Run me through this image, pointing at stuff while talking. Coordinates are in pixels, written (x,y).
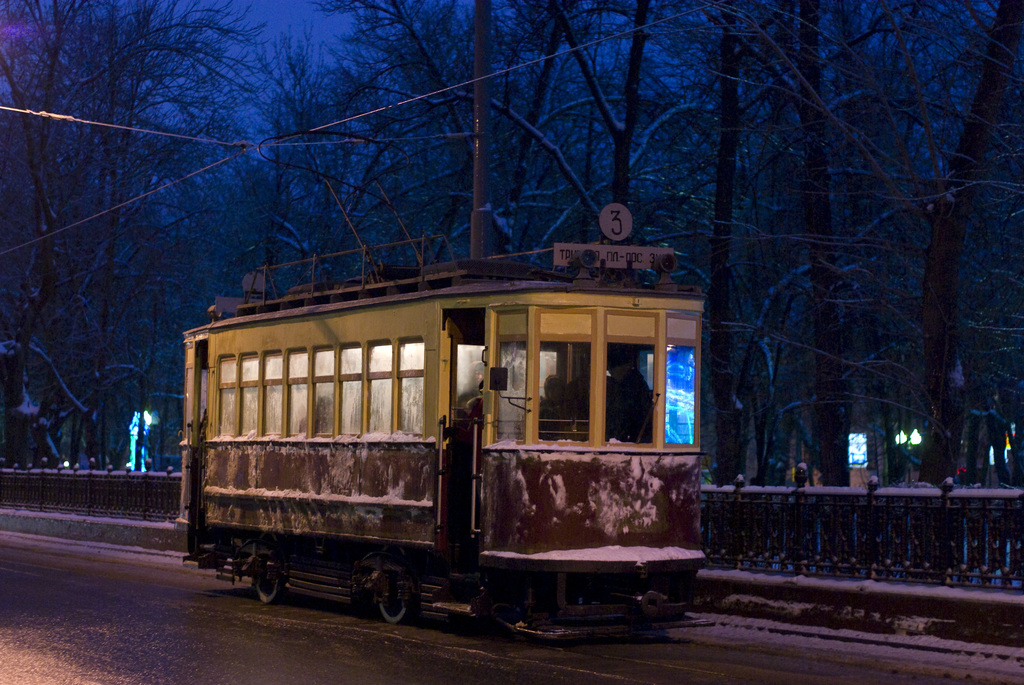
In the center of the image (573,365) there is a tram (517,452) and we can see people (629,395) sitting in the tram (487,374). In the background (454,235) there are trees (436,254) and pole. At the bottom (946,570) we can see a fence (782,524) and snow (865,586).
